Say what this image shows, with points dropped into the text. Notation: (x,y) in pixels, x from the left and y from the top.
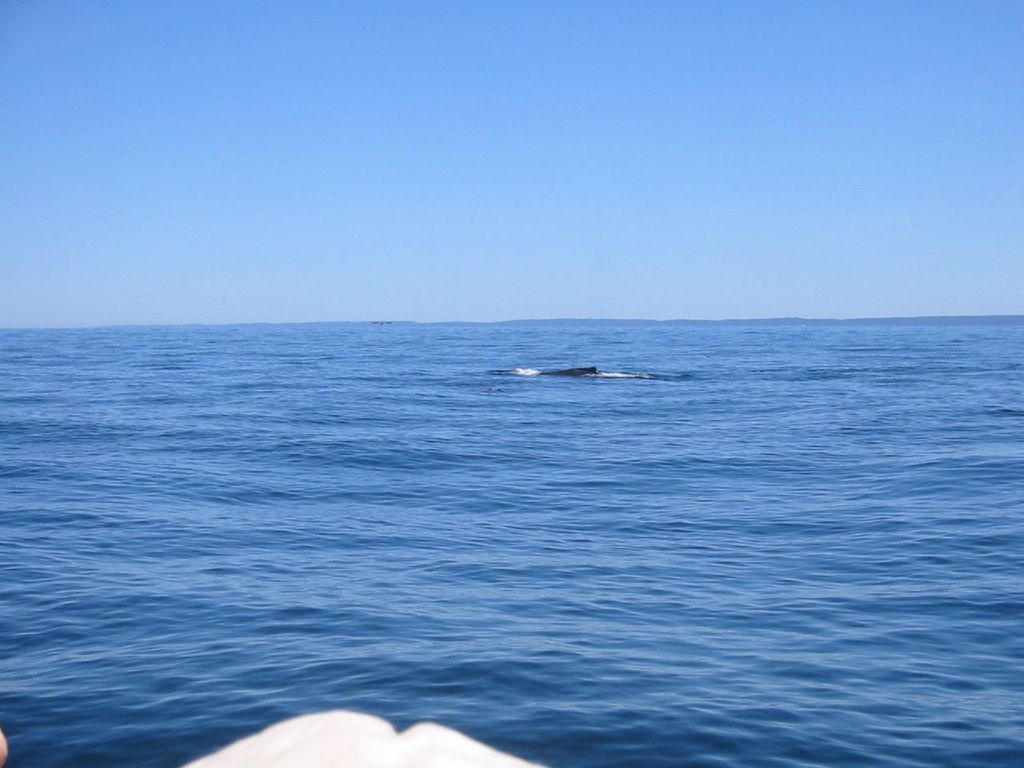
In this image, I can see an object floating on the water (594,524). At the bottom of the image (374,741), I can see a white object (351,733). In the background (874,167) there is the sky (775,147).
